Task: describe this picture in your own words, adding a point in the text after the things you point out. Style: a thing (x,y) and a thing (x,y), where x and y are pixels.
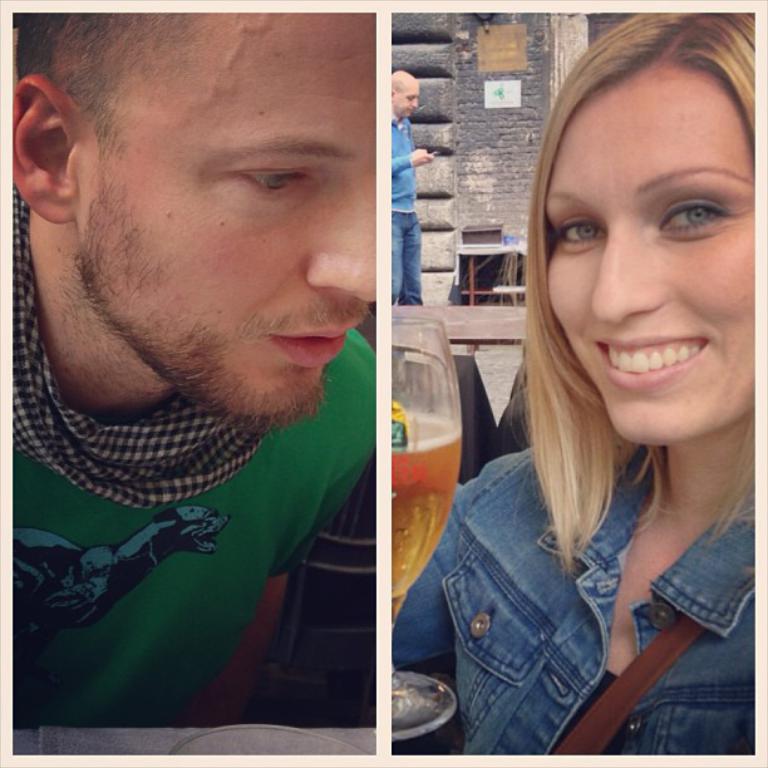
It is a collage image. On the left side of the image (215,39) we can see a person (42,94). On the right side of the image (640,32) a woman (604,68) is smiling and holding a glass (458,399). Behind her we can see some tables (477,253) and a man (401,265) is standing. At the top of the image (403,34) we can see the wall (411,19).
